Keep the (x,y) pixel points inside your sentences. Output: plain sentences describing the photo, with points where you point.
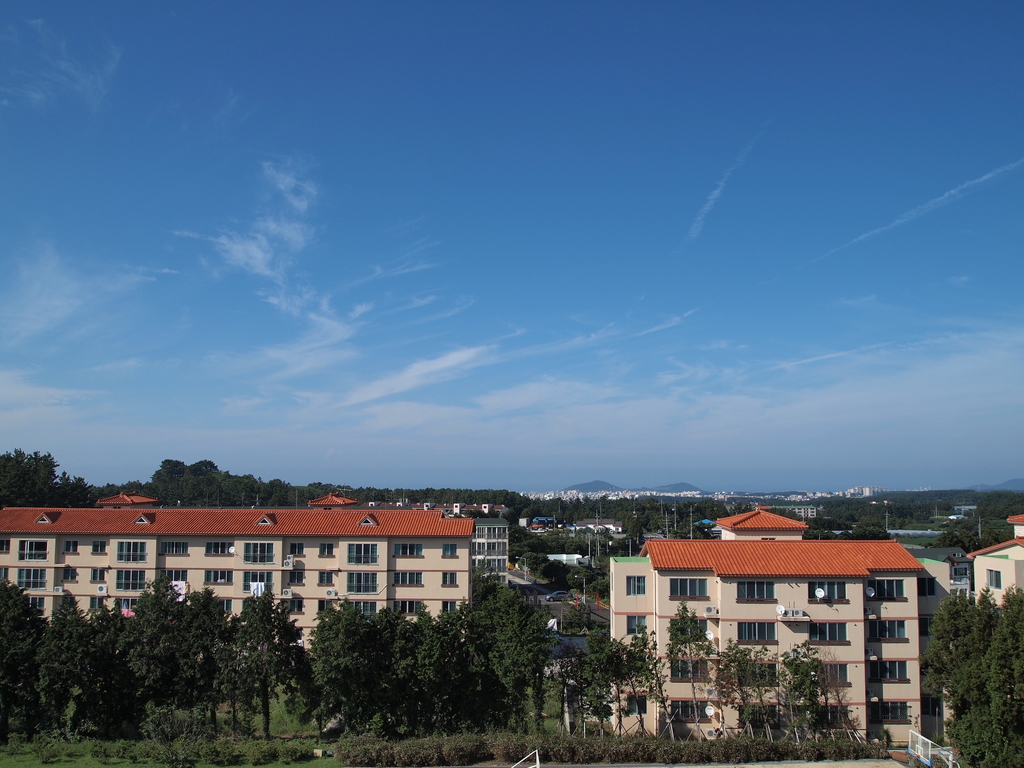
This is a view of a city (372,568). In this image we can see there are buildings (442,579), trees (288,504) and sky (319,434).
